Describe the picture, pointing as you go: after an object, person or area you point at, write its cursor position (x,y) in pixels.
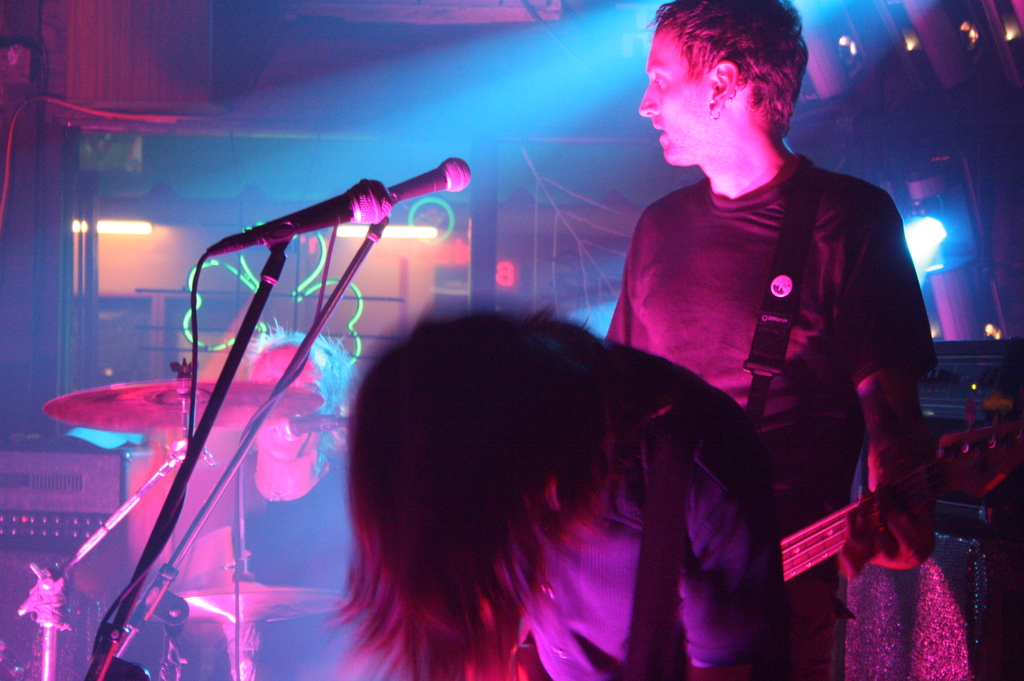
In the picture I can see a man (711,219) on the right side (916,361) and he is holding the guitar (920,474) in his hand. I can see another person (425,375) in the foreground (616,378) though face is not visible. I can see a person (328,532) on the left side (313,543) and looks like the person (322,509) is playing the snare drum musical instrument (234,591). I can see the microphones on the left side (284,428). I can see the decorative lights (974,41) on the top right side (971,21).
